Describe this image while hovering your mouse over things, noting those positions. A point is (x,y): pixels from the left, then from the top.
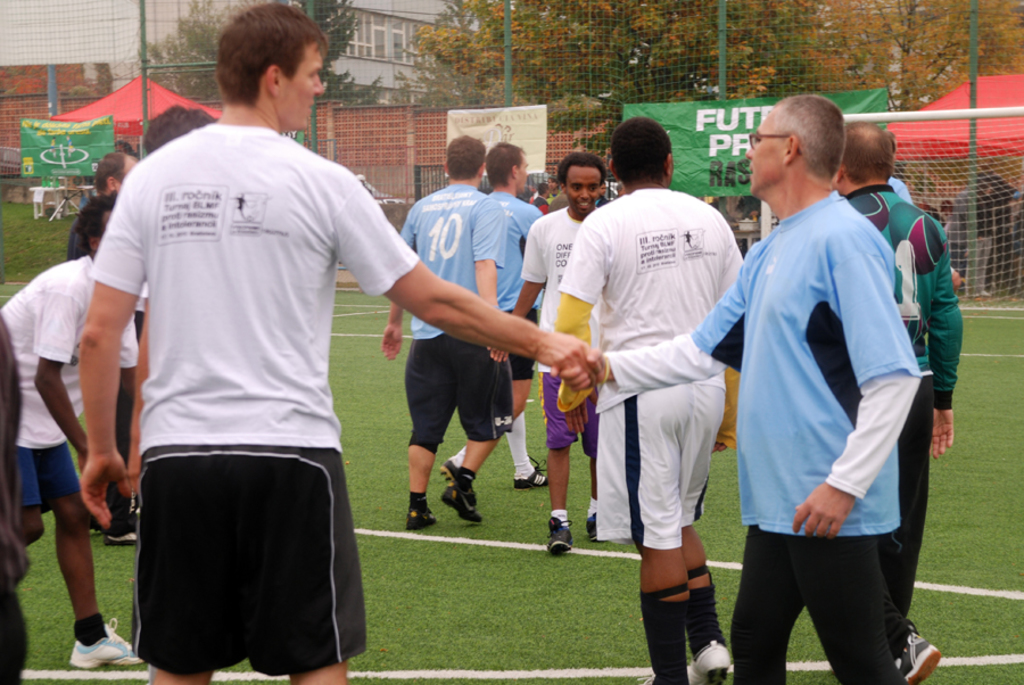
In this picture we can see a group of people (327,377) on the grass (507,486). In front of the people (434,200), it looks like mesh (135,46) and there are poles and banners (709,131). Behind the mesh (943,172) there are some people (961,203), stalls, trees (613,114) and a building (374,47).
